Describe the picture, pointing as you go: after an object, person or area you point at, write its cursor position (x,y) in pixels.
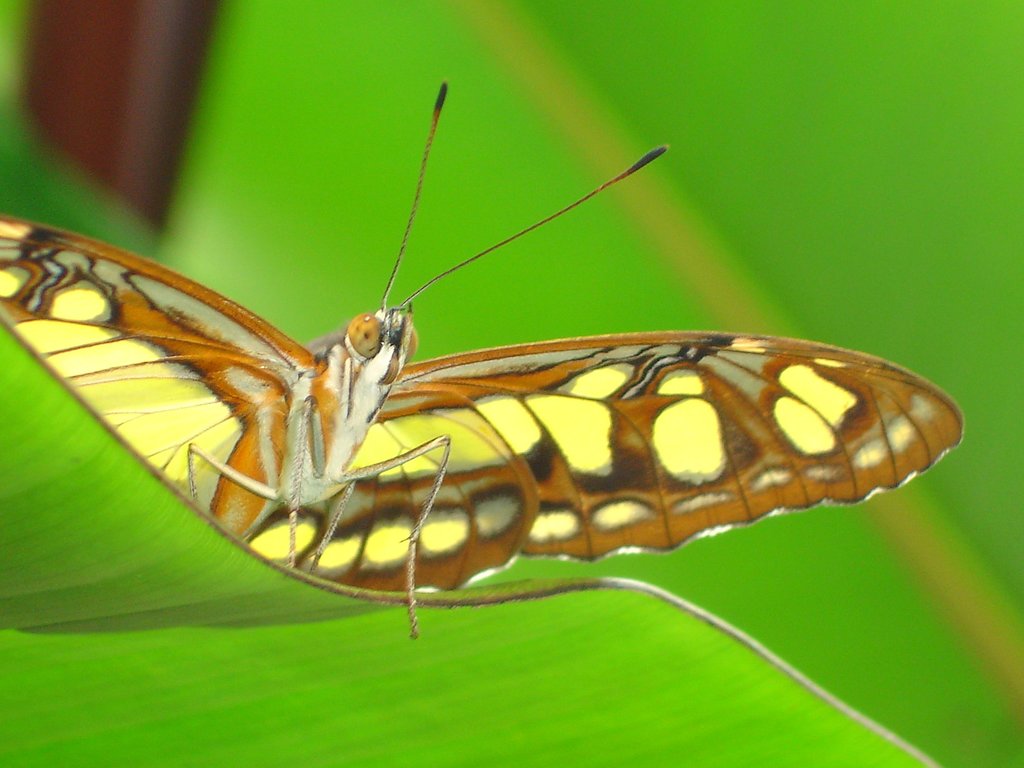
In this image we can see a butterfly (466,554) on a leaf (294,605).
